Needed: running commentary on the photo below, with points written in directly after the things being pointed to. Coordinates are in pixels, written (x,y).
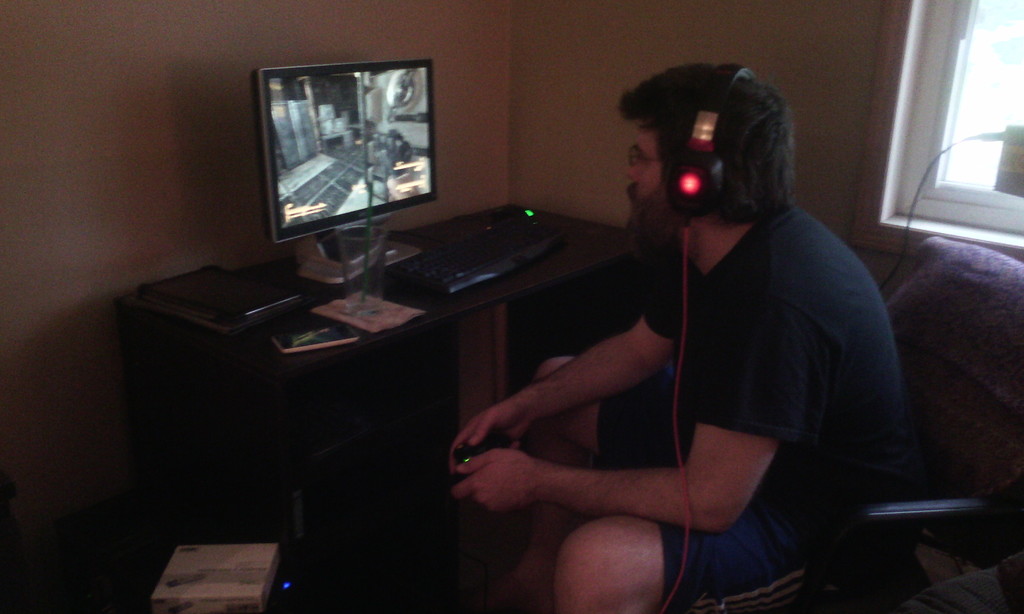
In this image i can see a person (765,340) wearing a t shirt (778,382) and a short (746,514) sitting on the chair (839,520) and he is wearing the glasses (641,148), head sets (692,177) and holding an object (498,440) in his hand (490,458). In front of him there is a desk (375,384) on which i can see a monitor (324,174), a glass (362,287), a keyboard (463,276), a mobile (278,341) and few other objects (275,294). In the background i can see the wall (192,265) and the window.
